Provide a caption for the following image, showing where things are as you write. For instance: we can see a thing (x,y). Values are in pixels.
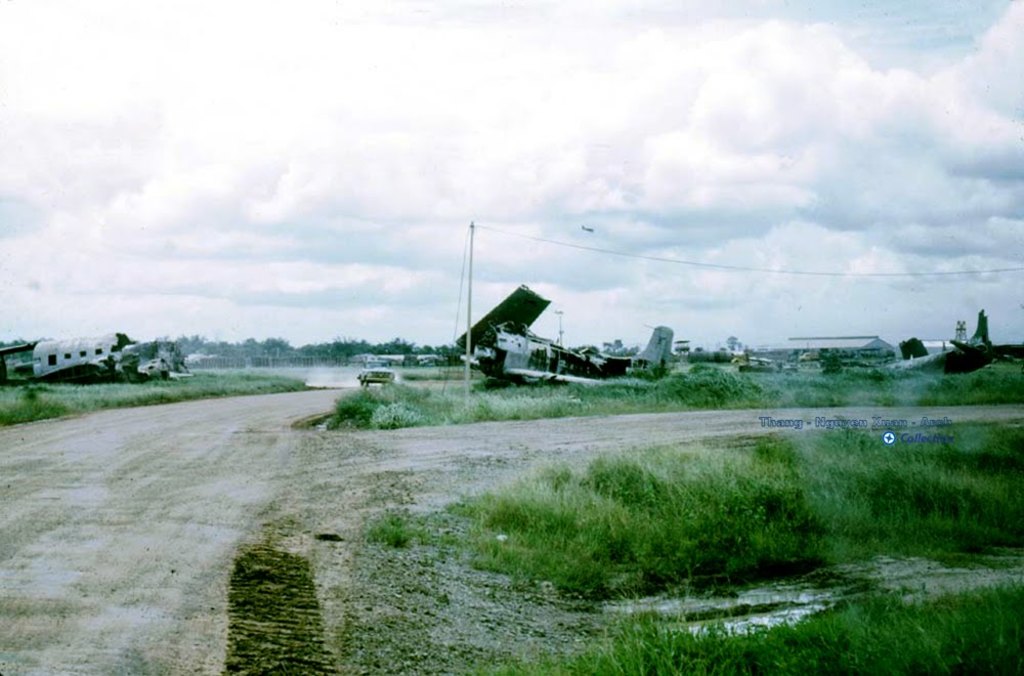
In this image I can see the road (157,491), some grass (700,528) on the ground (628,522), few damaged aircrafts (575,379) and few vehicles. In the background (268,349) I can see few trees (366,345), a pole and the sky (475,197).
